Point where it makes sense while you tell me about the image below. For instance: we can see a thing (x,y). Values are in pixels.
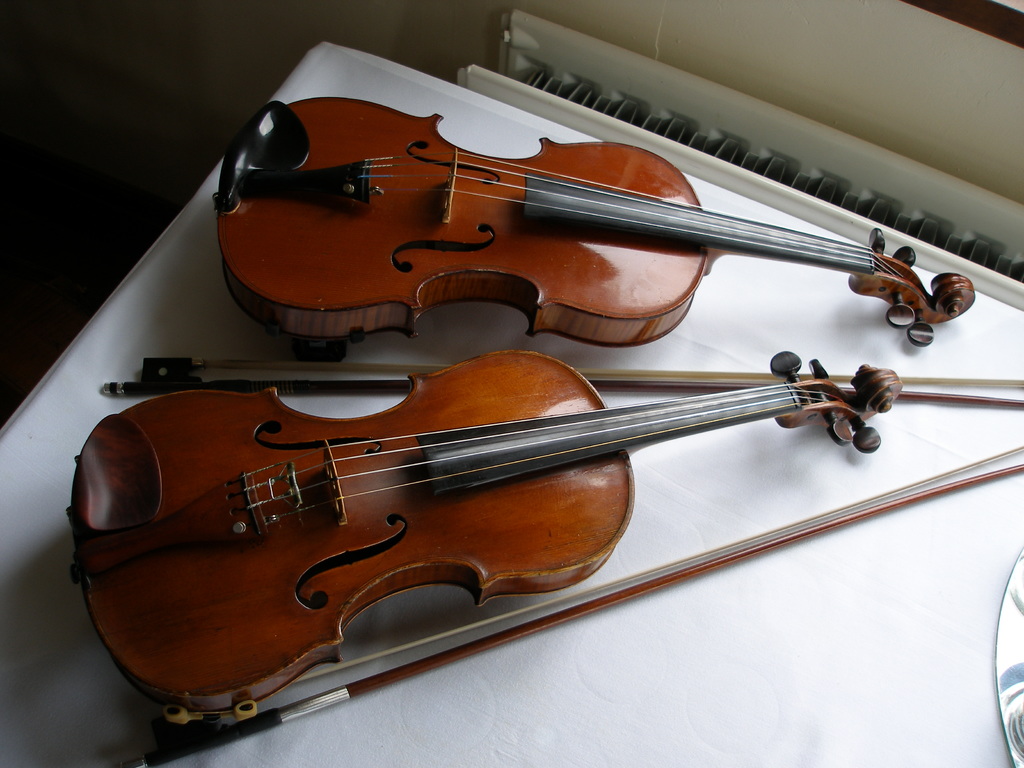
In the middle (675,371) there is a table (769,655) on that table (625,626) there are two beautiful violins (452,251) and two violin sticks (816,522).
